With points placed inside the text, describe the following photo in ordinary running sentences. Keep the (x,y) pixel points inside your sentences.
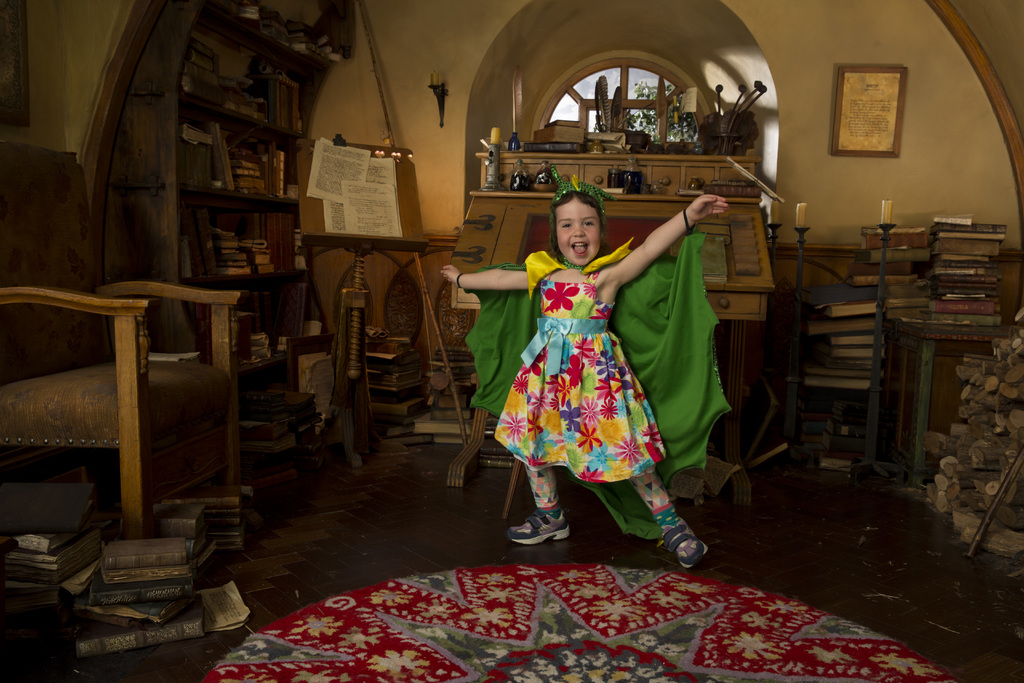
In this picture we can see girl (554,375) wore dragon costume (661,417) and smiling and beside to her we can see books (860,302) on tables (681,172), candles (776,205), bottles (641,172), board (363,204), chair (58,262), racks (236,279), window (642,103), frame (867,78) to wall (833,74).
